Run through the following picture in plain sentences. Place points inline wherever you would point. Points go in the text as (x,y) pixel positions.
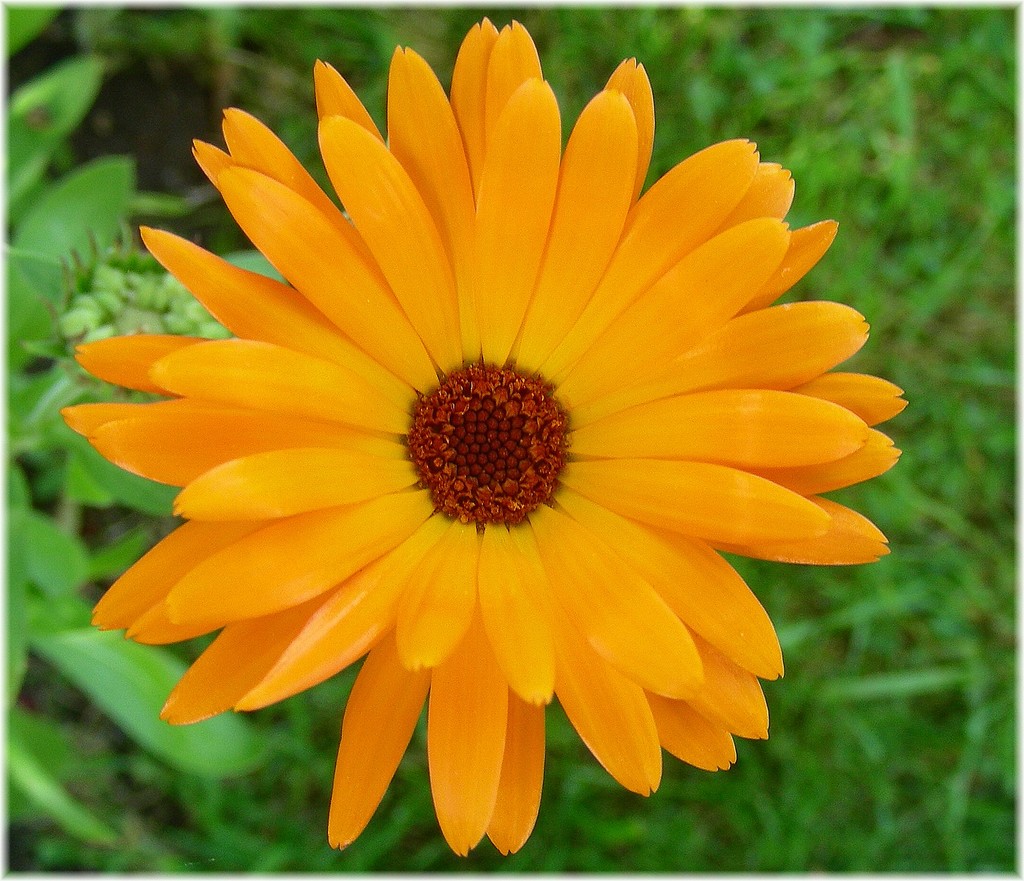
In this image I can see an orange colour flower (259,419) in the front (450,143). In the background (833,849) I can see green colour leaves (20,177) and I can see this image is little bit blurry in the background (86,769).
